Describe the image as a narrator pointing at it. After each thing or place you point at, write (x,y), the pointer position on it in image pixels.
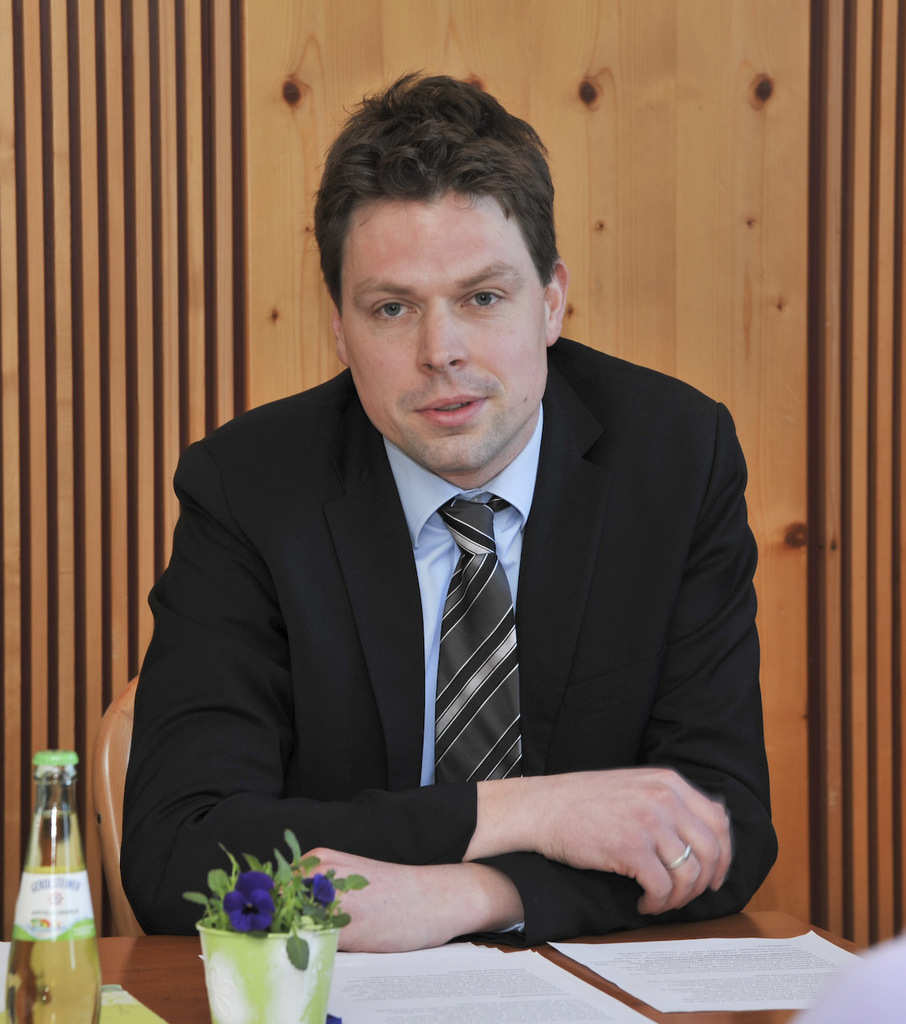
In this image there is a man (353,678) wearing a black suit (333,663), blue shirt (434,563), and tie (476,641) sitting on the chair (113,778). This is a table (158,995) with a small flower pot (280,950), a bottle (54,906), papers (434,989) placed on it. At background (751,230) I can see a wooden textured wall (660,195).
